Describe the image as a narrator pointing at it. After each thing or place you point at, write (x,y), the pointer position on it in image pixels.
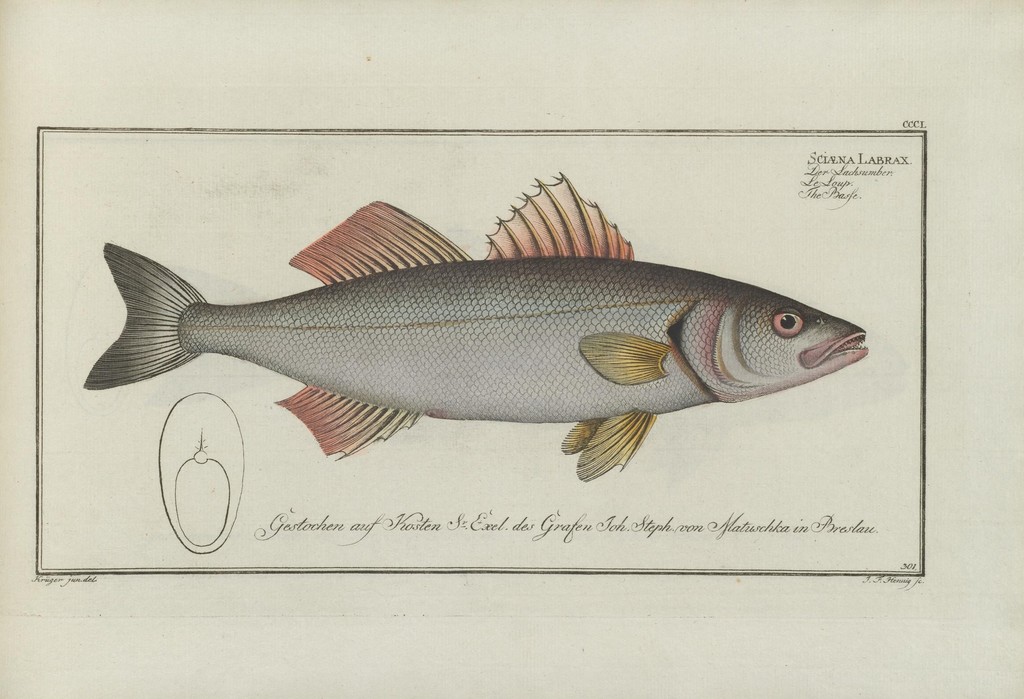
In this image I can see the fish (513,302) and the fish (473,280) is in brown and light grey color and I can see the white color background (831,556) and I can see something written on the image.
